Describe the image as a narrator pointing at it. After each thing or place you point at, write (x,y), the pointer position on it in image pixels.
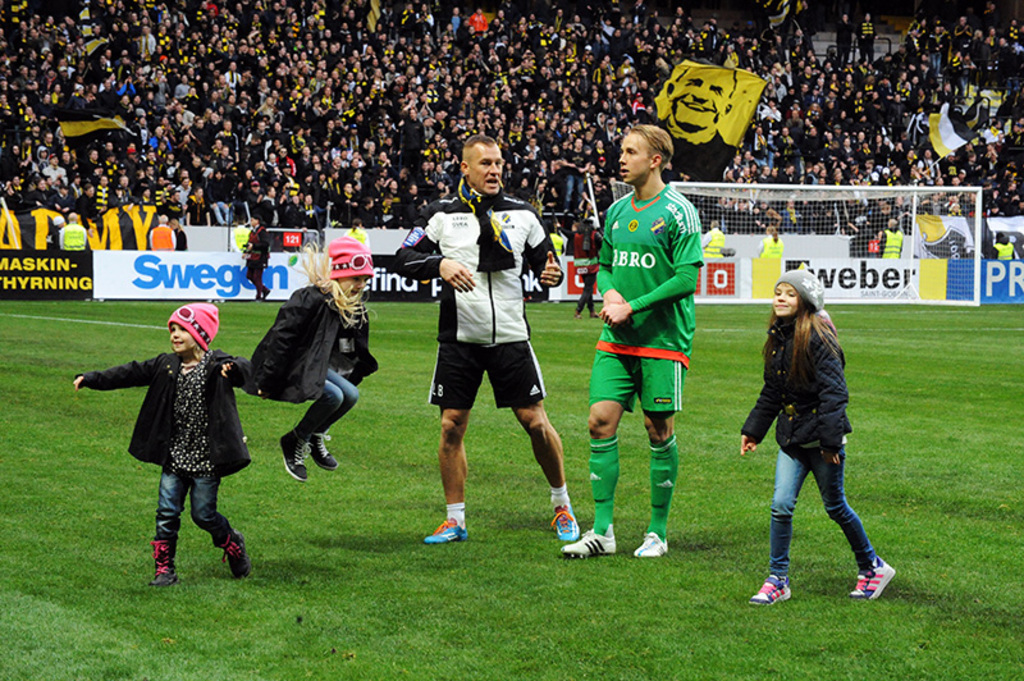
There are two men (603,288) and two girls (215,466) standing. Here is a girl (316,391) jumping. I think this is a football ground (878,601). These are the hoardings (245,279). I can see the football goal post (725,211). There are groups of people (288,133) standing. These look like the flags (88,129).
